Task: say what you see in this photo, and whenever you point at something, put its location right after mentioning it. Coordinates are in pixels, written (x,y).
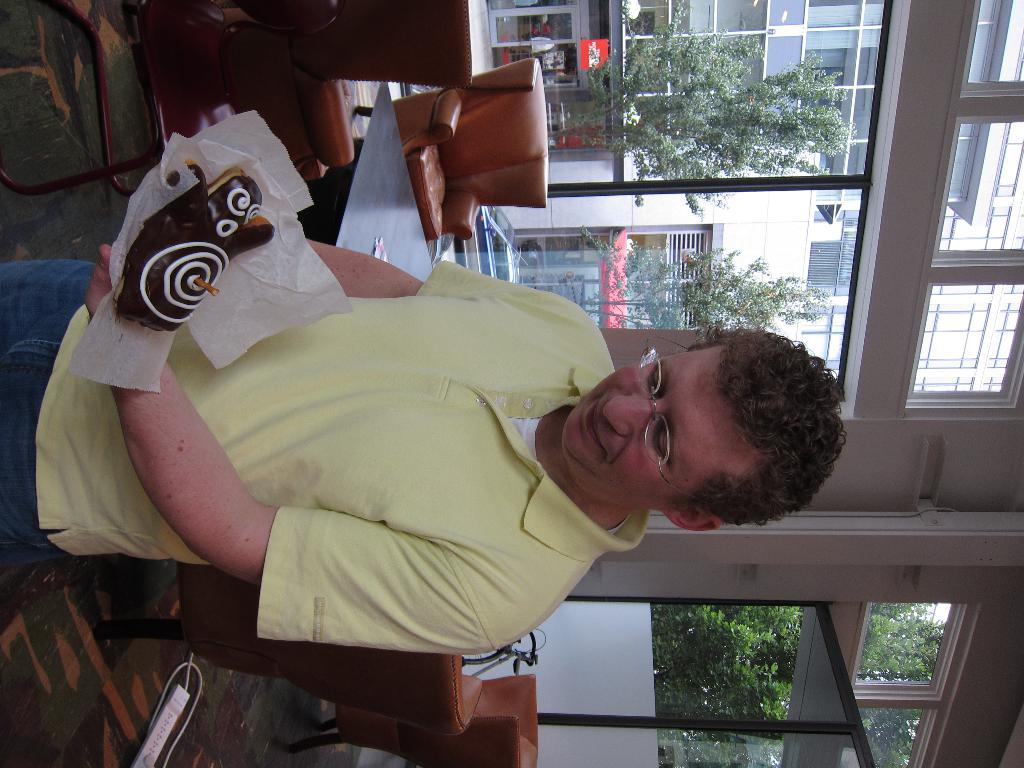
In this image, we can see a person (259,446) holding a food item (126,266) and in the background (724,73), there are trees (825,134), buildings (573,122), chairs (443,137), table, windows (831,191).
